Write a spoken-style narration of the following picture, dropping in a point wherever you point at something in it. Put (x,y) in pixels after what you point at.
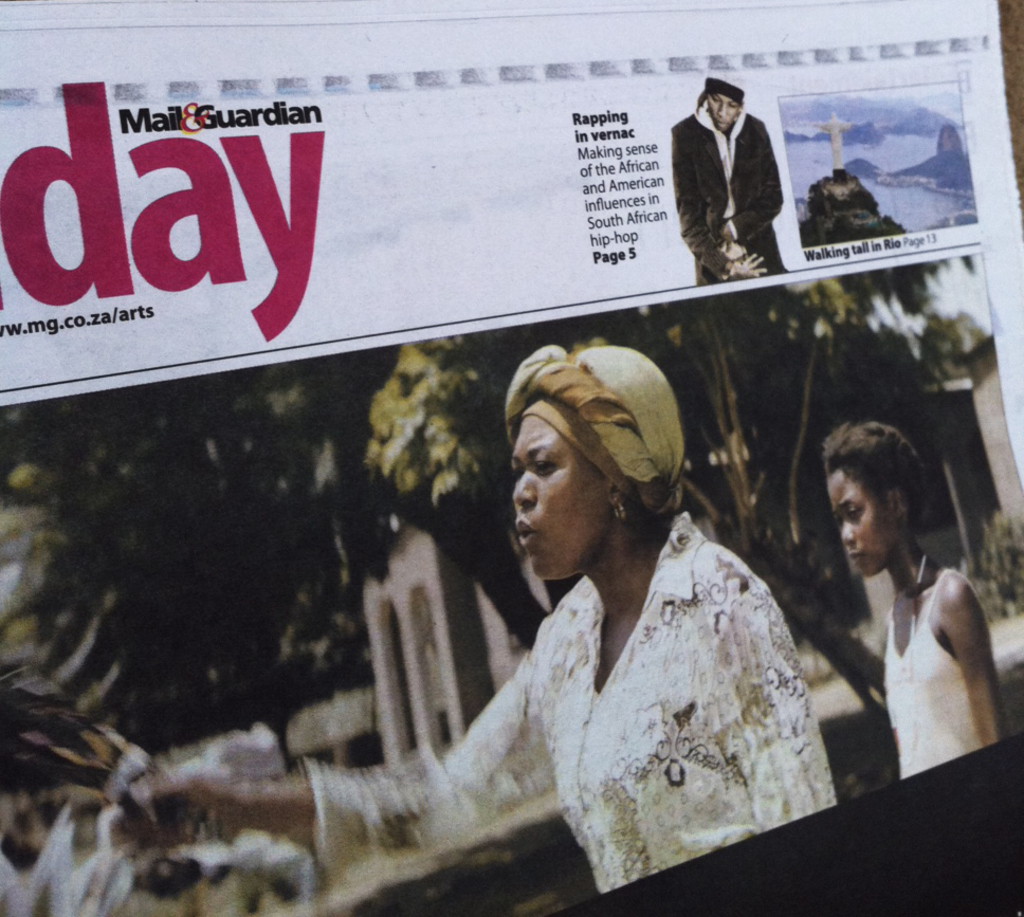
This image consists of a newspaper (653,409) in which there are three persons (675,660). In the front (565,751), there is a woman (517,386) wearing white shirt (545,696). In the background (463,494), there are trees (174,702). To the top (267,193), there is a text (309,213).
